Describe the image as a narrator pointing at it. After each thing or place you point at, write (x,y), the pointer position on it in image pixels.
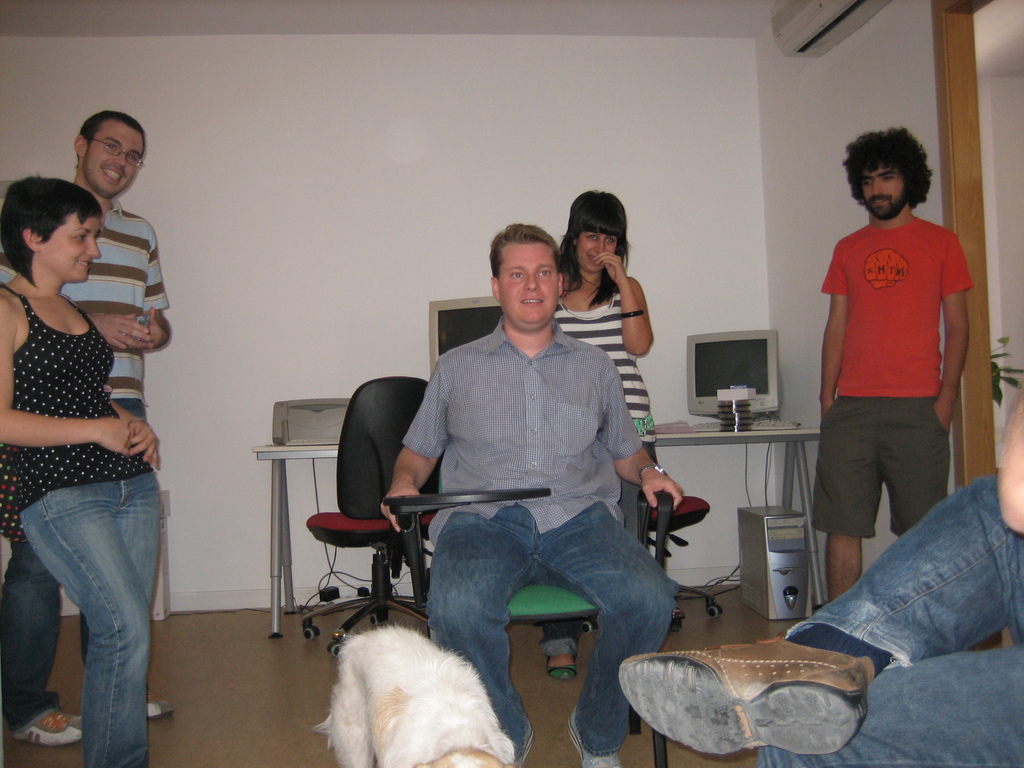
There is a person (635,646) sitting on a chair (402,534) and here we can see a dog (362,727). In the background (642,386) we can see four persons (103,696) standing and they are smiling. This is a table (778,435) where a computer (713,400) is kept on it and this is cpu (796,590) which is on the floor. Here we can see a air conditioner (826,12) on the wall (851,42).
